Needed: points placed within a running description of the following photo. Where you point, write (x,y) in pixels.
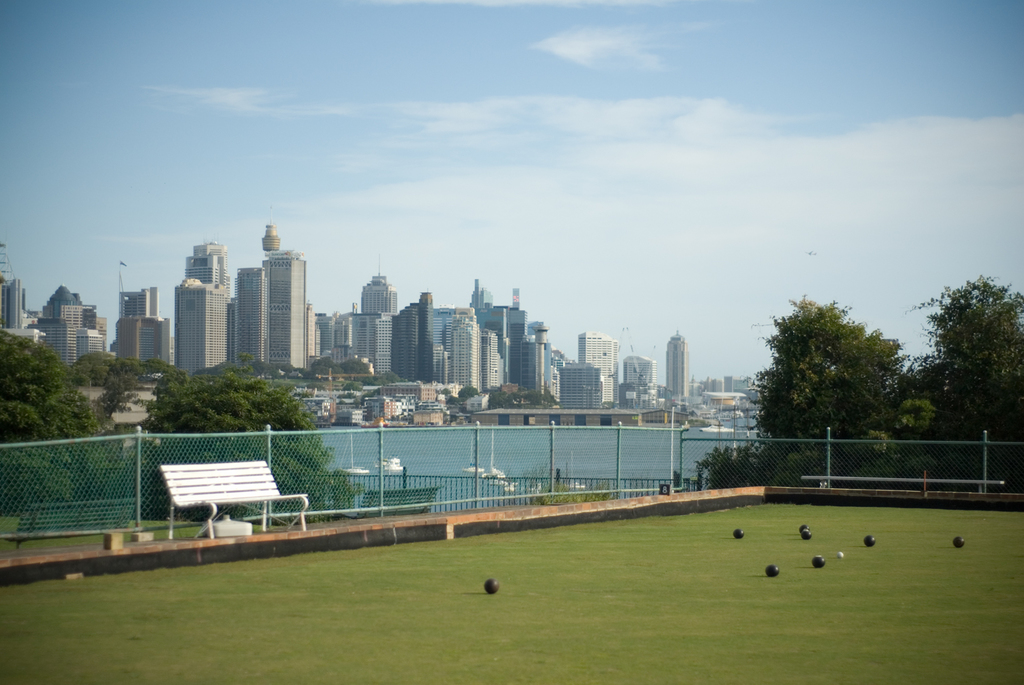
In the image I can see a place where we have a bench (250,478) and balls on the ground (56,593) and also I can see some buildings (694,387), fencing (41,459), trees (41,459) and a lake (452,461) in between.
